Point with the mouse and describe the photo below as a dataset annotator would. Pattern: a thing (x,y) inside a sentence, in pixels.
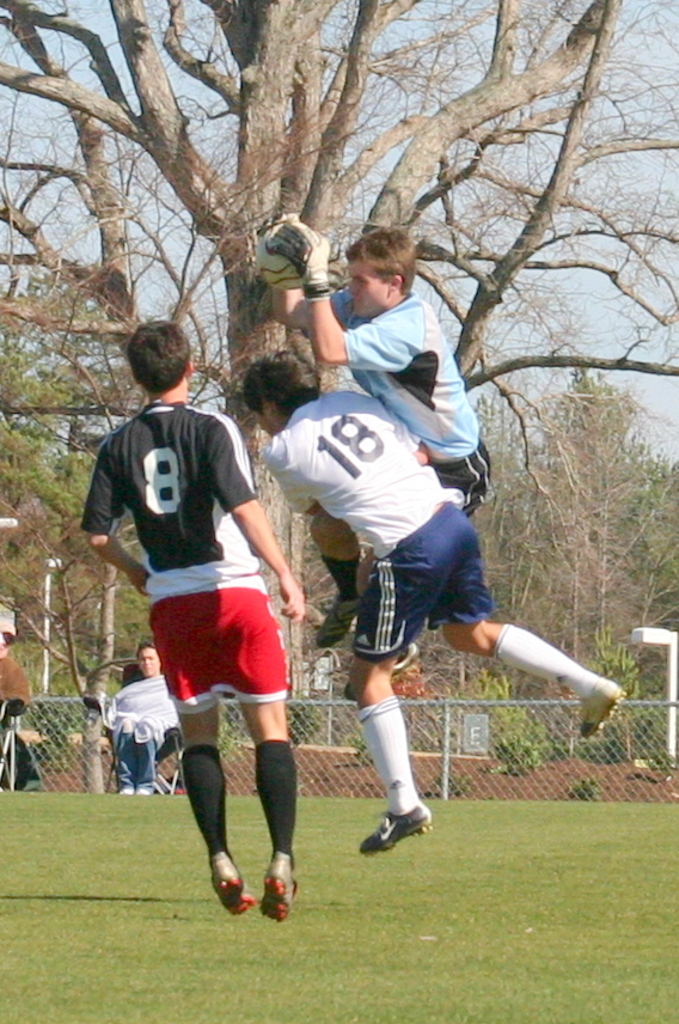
In this image I can see three persons (338,504) in the air. In front (245,563) the person (239,546) is wearing black, white and red color dress (230,534). In the background (538,727) I can see the railing (447,711), few trees (574,579) in green color and the sky (552,144) is in white and blue color.
